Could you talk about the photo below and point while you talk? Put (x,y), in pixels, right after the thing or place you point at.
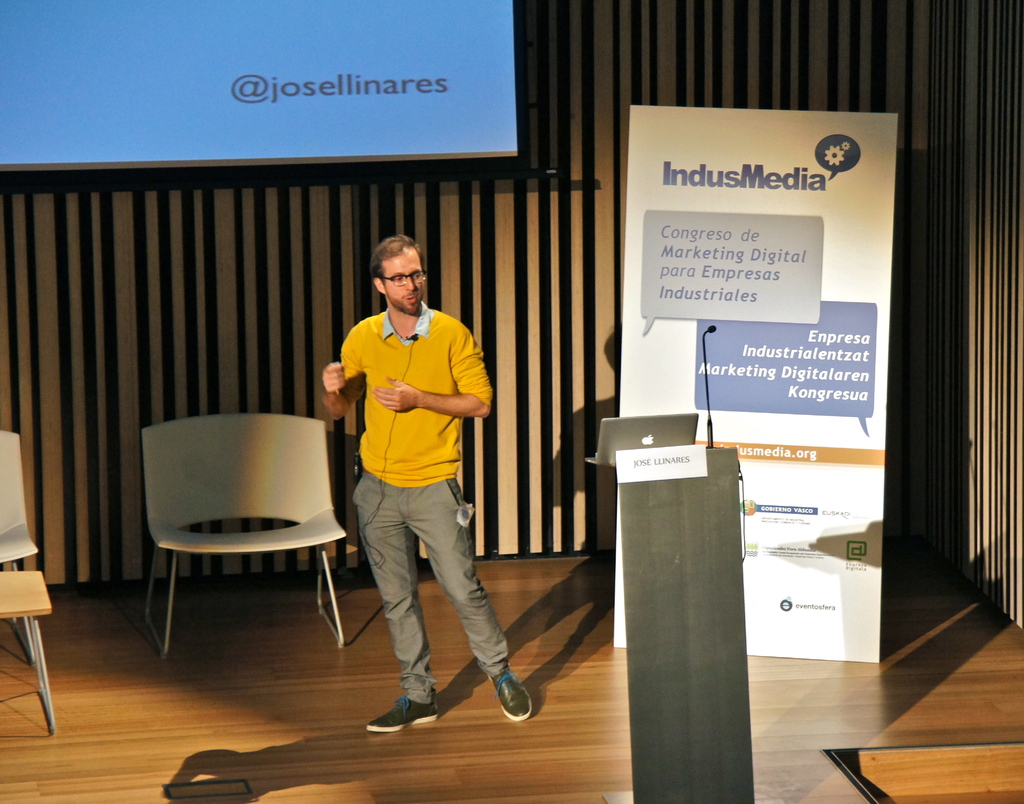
There is a man (412,501) standing on the stage (432,608) behind him there is a projector (316,114) placed on wall (268,222). And a wooden stand desk (745,800) is placed on the stage (915,610) on which microphone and laptop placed on it. And also there are two chairs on the stage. And also a big banner (737,439) with content (709,356) showing Indus media.
